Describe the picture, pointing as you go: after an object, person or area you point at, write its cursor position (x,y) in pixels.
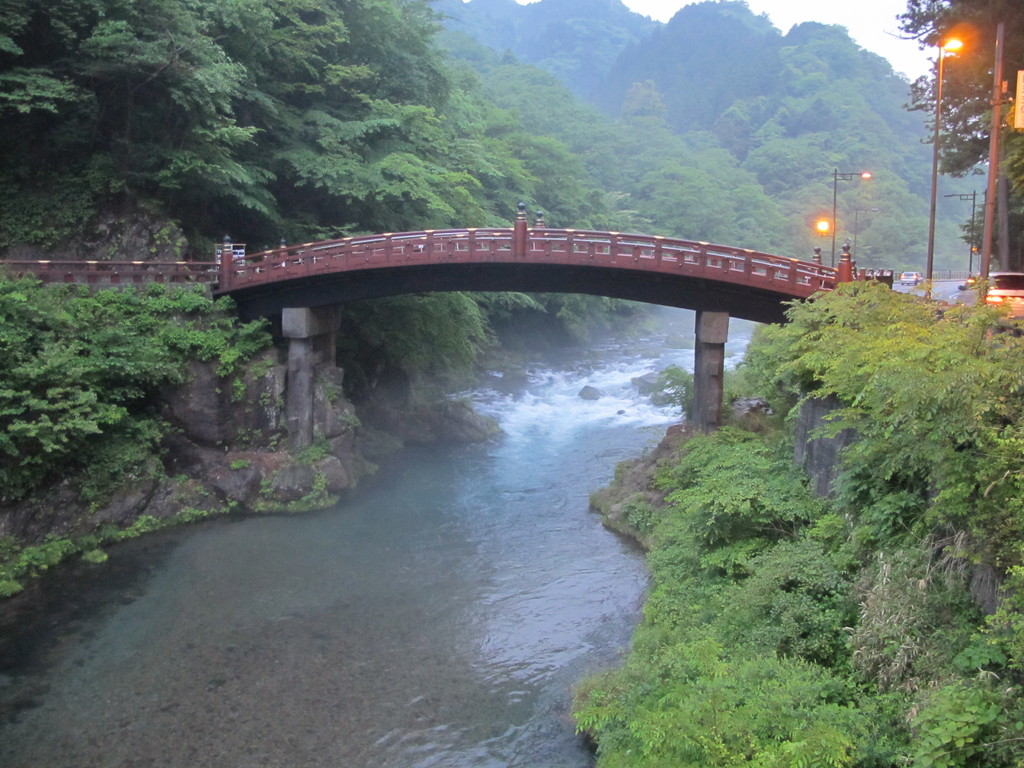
In the picture I can see the water (454,539), plants (708,559), trees (902,476), a bridge (459,266) and the grass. On the right side of the image (993,276) I can see pole lights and a vehicle (993,276) on the road (935,283). In the background (774,103) I can see mountains (787,70) and the sky (880,30).
